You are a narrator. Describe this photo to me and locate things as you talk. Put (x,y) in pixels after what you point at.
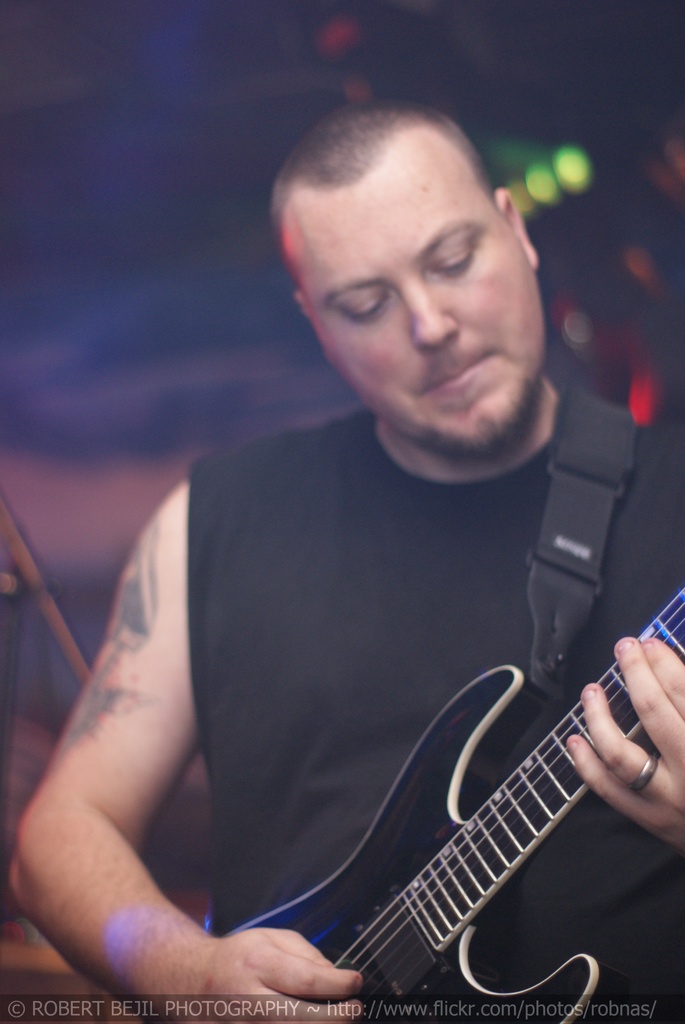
In this picture we can see a man (472,528) wearing a black colour t shirt (307,611), playing a guitar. We can see a ring (653,766) to his finger (635,774). Background (314,71) is very blurry.
